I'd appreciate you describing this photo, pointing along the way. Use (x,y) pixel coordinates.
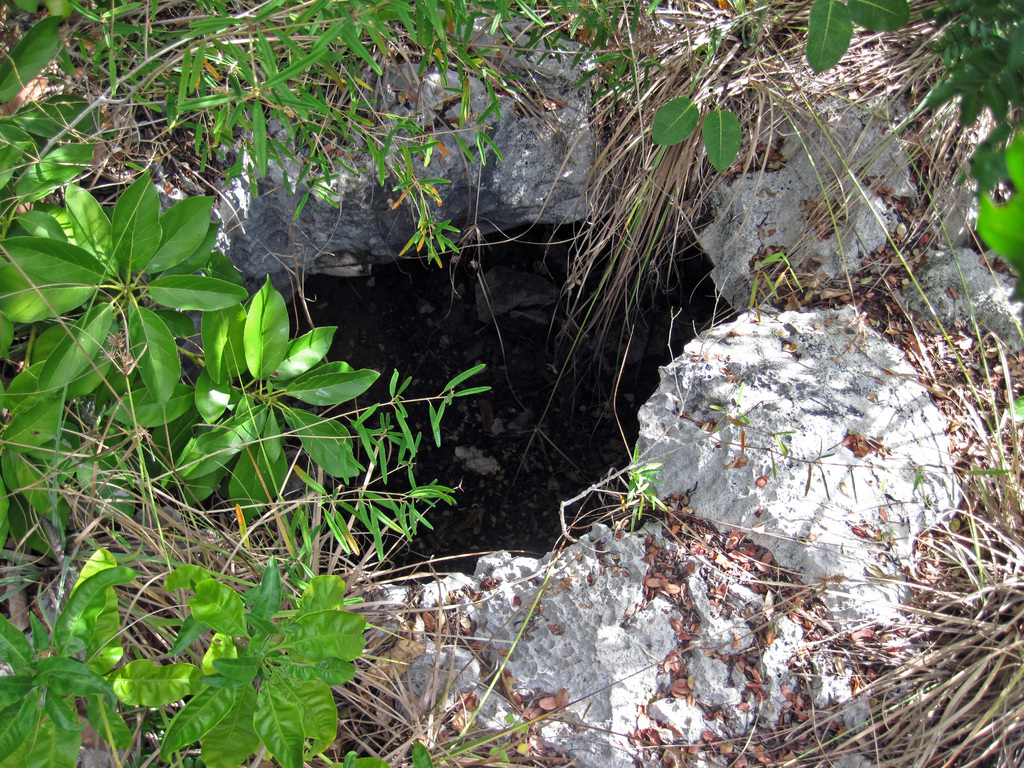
In this picture there are plants (51,758), dry grass (137,562), stones (646,455) and a pit (503,357).
